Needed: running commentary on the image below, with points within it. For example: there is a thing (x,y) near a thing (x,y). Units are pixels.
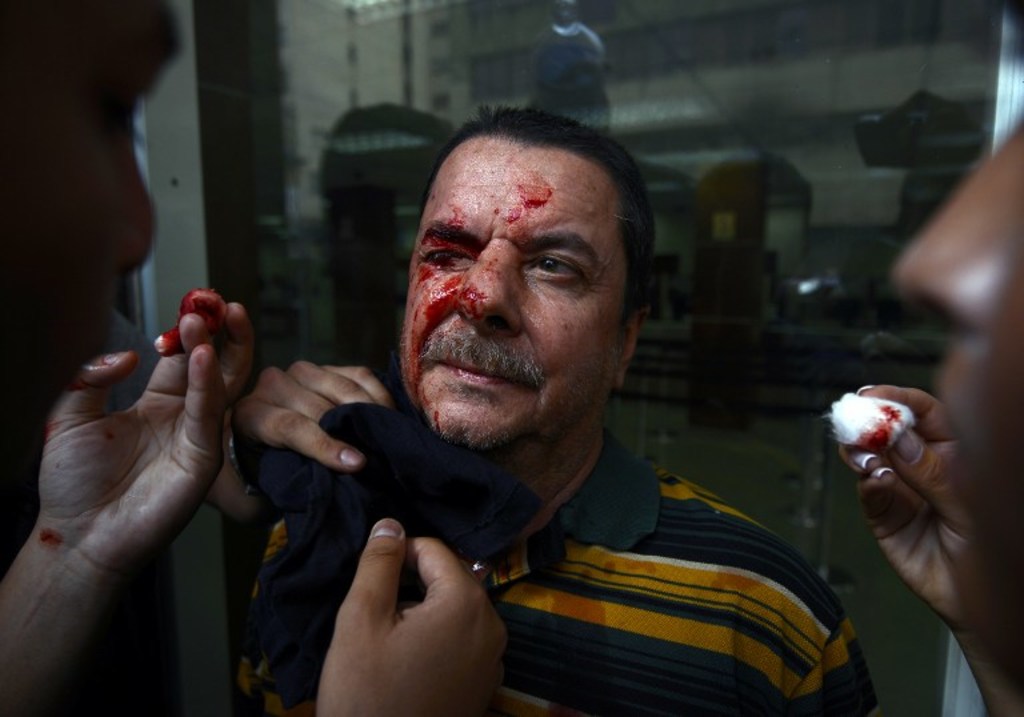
In the center of the picture (463,358) there is a person (501,333) bleeding. On the right (955,387) there is a person (926,451). On the left (119,479) there is another person (212,385) holding cotton (212,317). In the background (574,75) it is glass window (580,84).
